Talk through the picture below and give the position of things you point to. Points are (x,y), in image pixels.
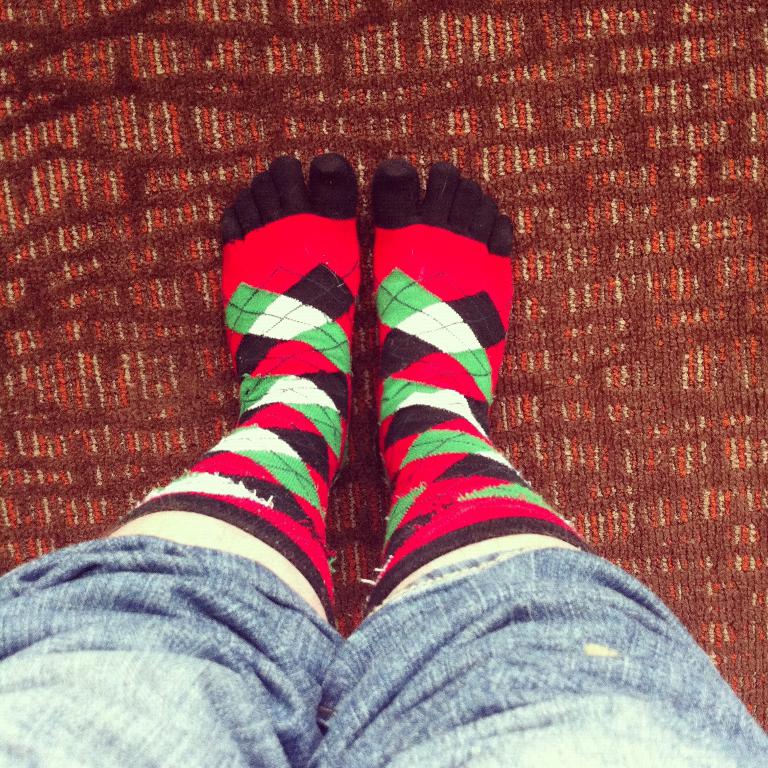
In this image there is one person (455,618) standing on the floor (121,260) as we can see in middle of this image (480,258).
